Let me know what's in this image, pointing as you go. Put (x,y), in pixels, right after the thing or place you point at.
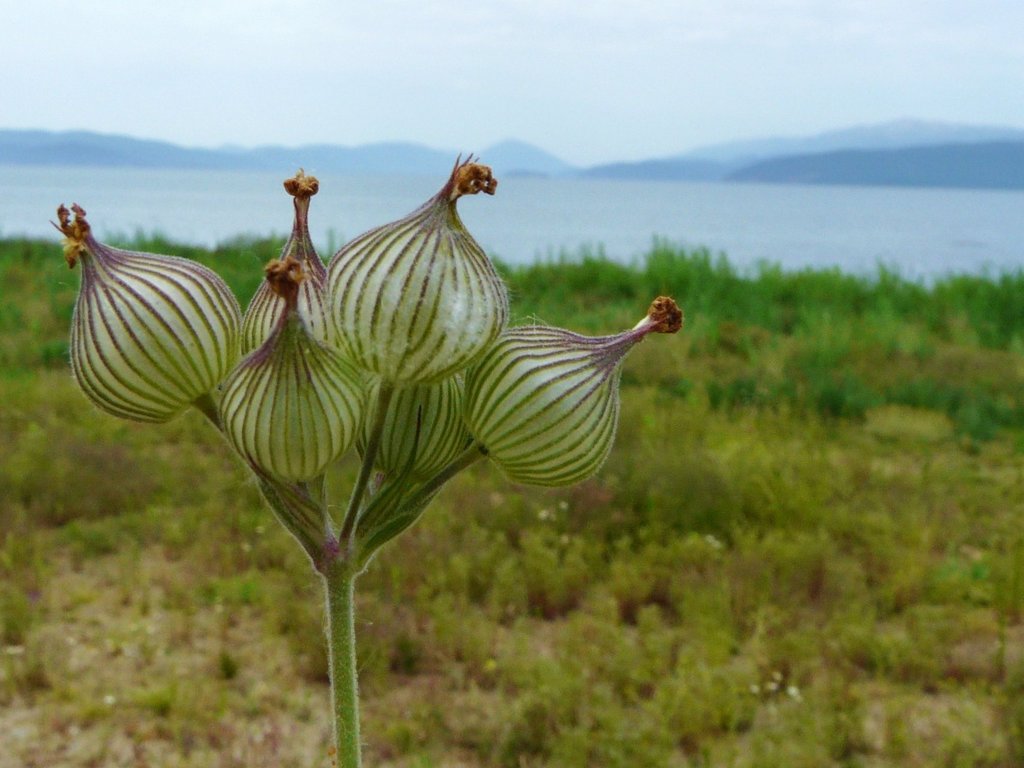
In the picture I can see plants (538,539). In the background (488,210) I can see the water (488,210), mountains (445,163) and the sky (477,95). The background of the image (426,161) is blurred.
